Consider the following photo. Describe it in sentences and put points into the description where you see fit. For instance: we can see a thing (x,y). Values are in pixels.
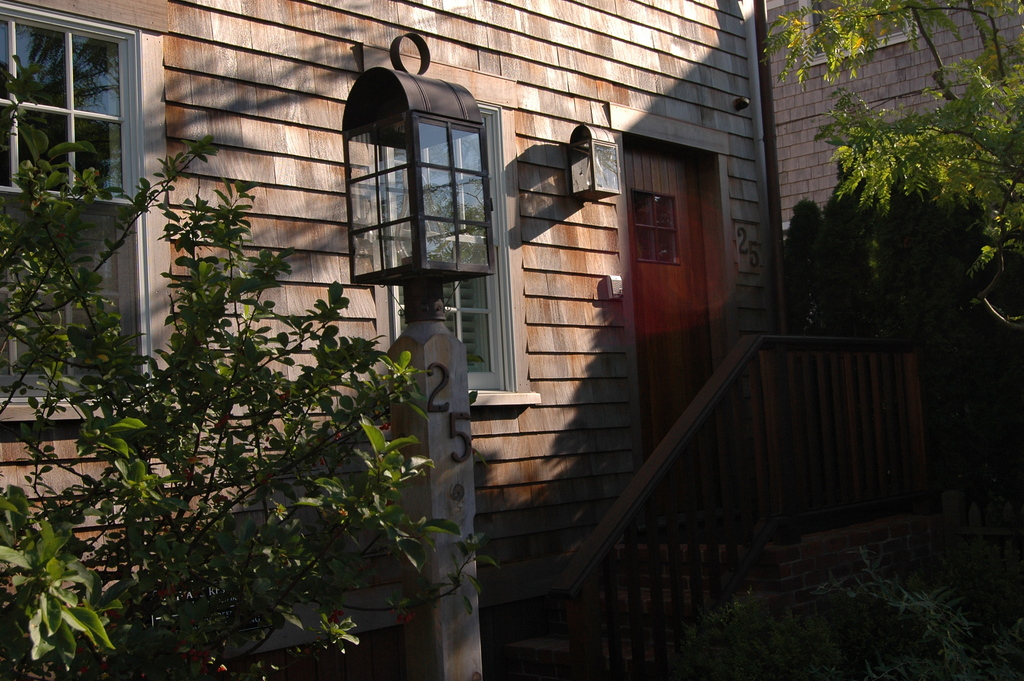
In this image there is a building (657,329) in front of that there are so many plants (760,621) and lamp (426,86) on the pole (439,427).
